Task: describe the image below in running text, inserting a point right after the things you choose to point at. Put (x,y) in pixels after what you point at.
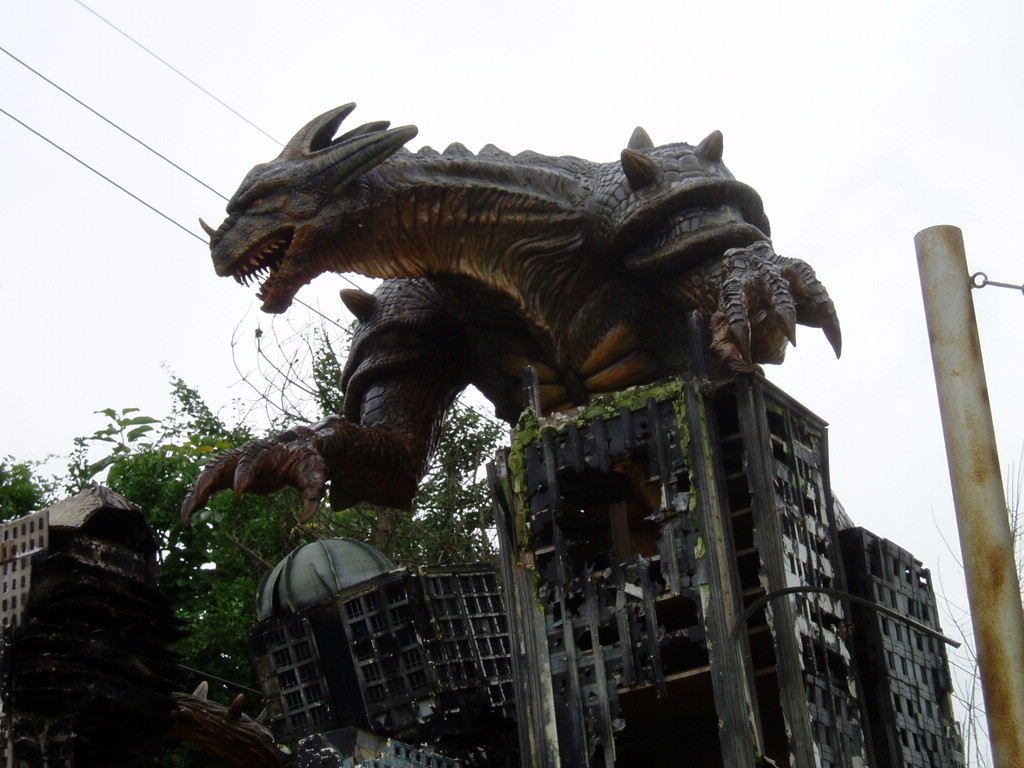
In the foreground (430,516), I can see buildings (583,668), pole (1015,592), trees (176,587) and a statue (708,283) of an animal (512,342). In the background (750,112), I can see wires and the sky (134,112). This picture might be taken in a day.
